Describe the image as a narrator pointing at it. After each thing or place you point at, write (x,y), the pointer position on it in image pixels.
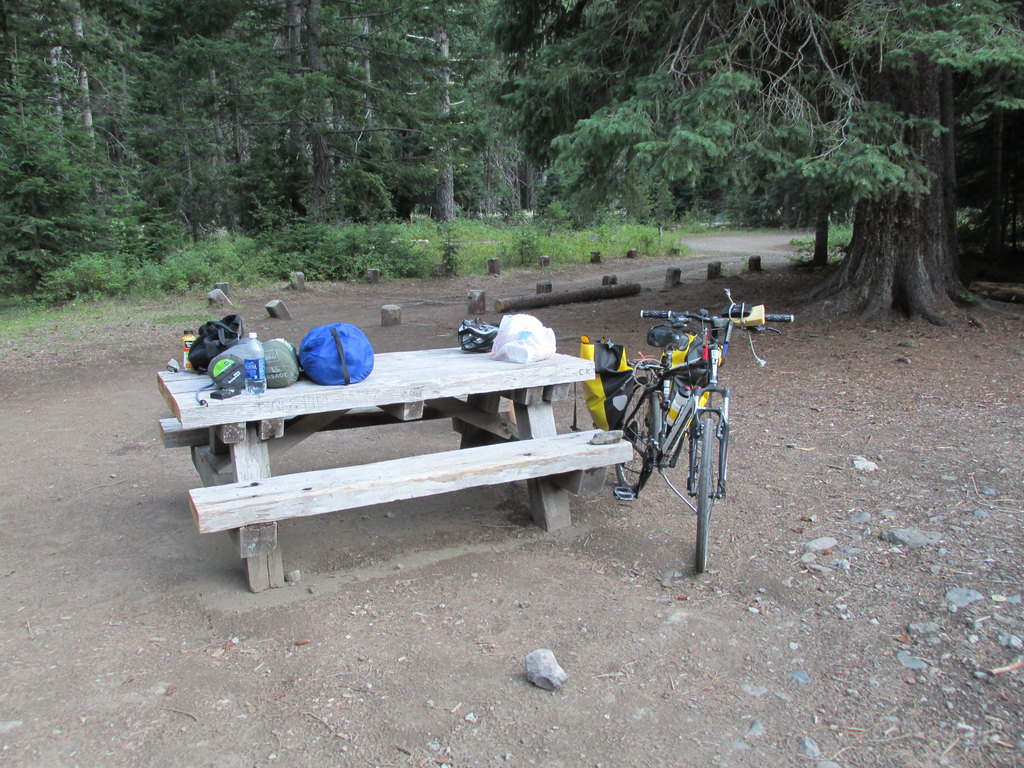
In this picture there is a bicycle (668,428) which is parked near to the bench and table (548,409). On the table (390,375) I can see the plastic covers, bags (296,367), purse (241,334) and water bottle (251,344). In the background (648,133) I can see many trees (687,119), plants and grass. At the bottom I can see some stones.
